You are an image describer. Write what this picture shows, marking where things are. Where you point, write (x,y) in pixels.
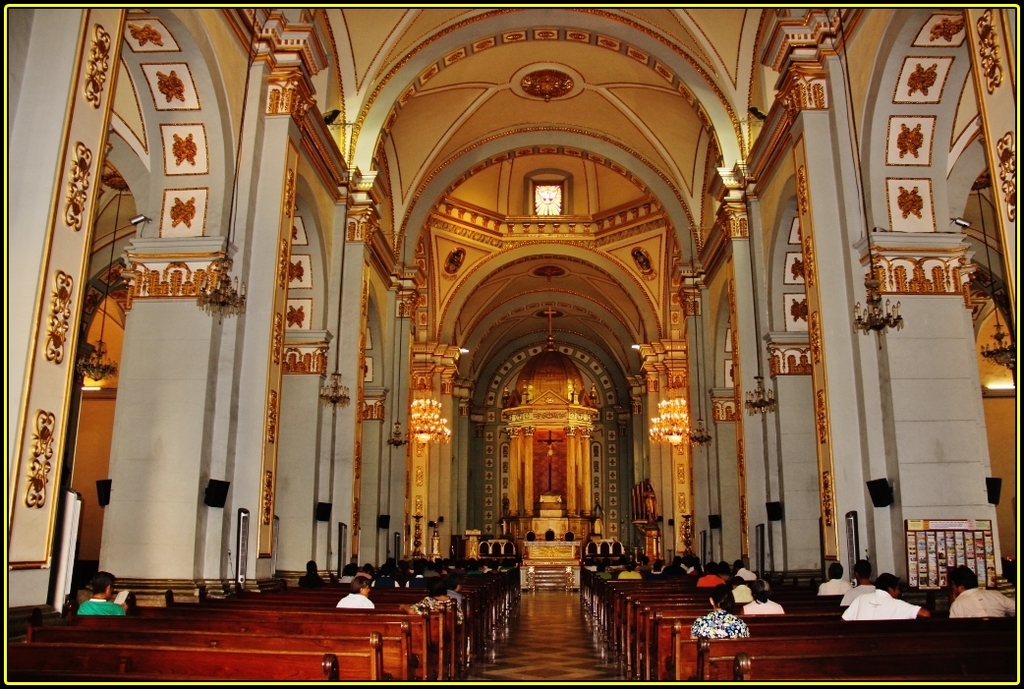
This picture is clicked inside the church (608,502). Here, we see many people (380,579) are sitting on the benches (303,633). Beside them, there are pillars (284,494). In the background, we see crucifix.
